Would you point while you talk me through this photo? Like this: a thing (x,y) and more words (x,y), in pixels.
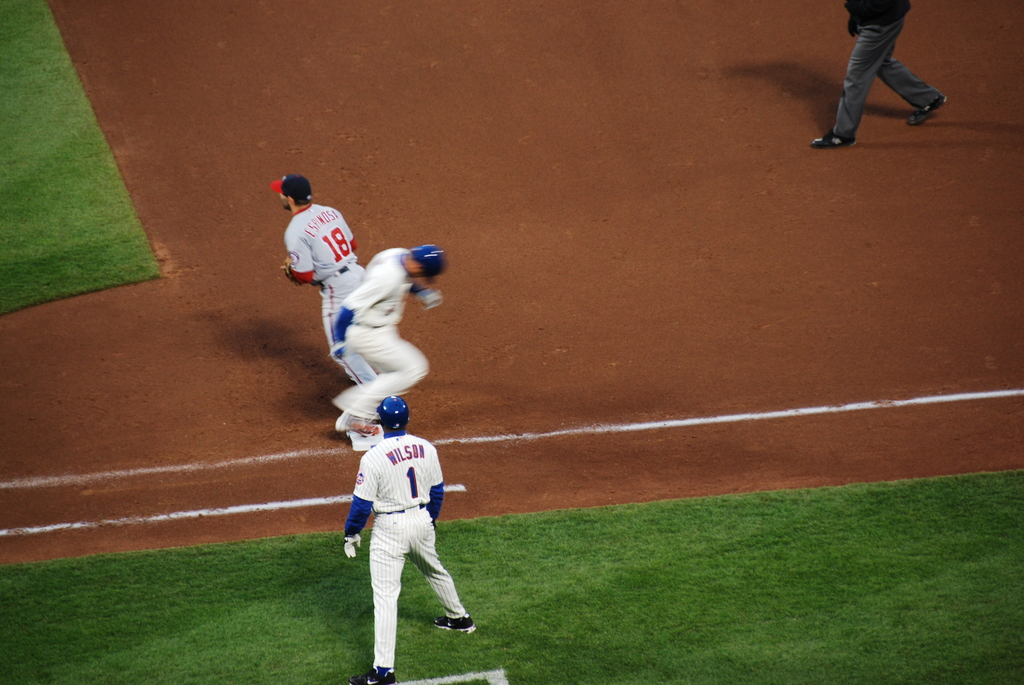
In this image people (355,515) are playing baseball on the ground (457,353).
